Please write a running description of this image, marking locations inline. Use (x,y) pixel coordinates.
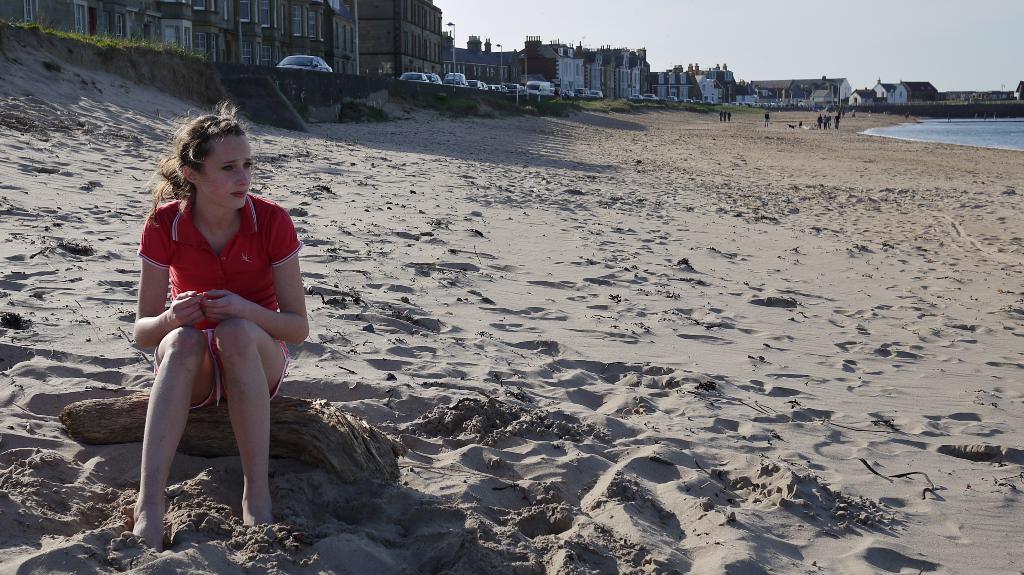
In this image I can see the person (176,191) sitting and the person (285,298) is wearing red color shirt (267,282). Background (695,86) I can see few vehicles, light poles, few buildings (483,54) in white and brown color and I can also see the water (984,139) and the sky (689,43) is in white color.
